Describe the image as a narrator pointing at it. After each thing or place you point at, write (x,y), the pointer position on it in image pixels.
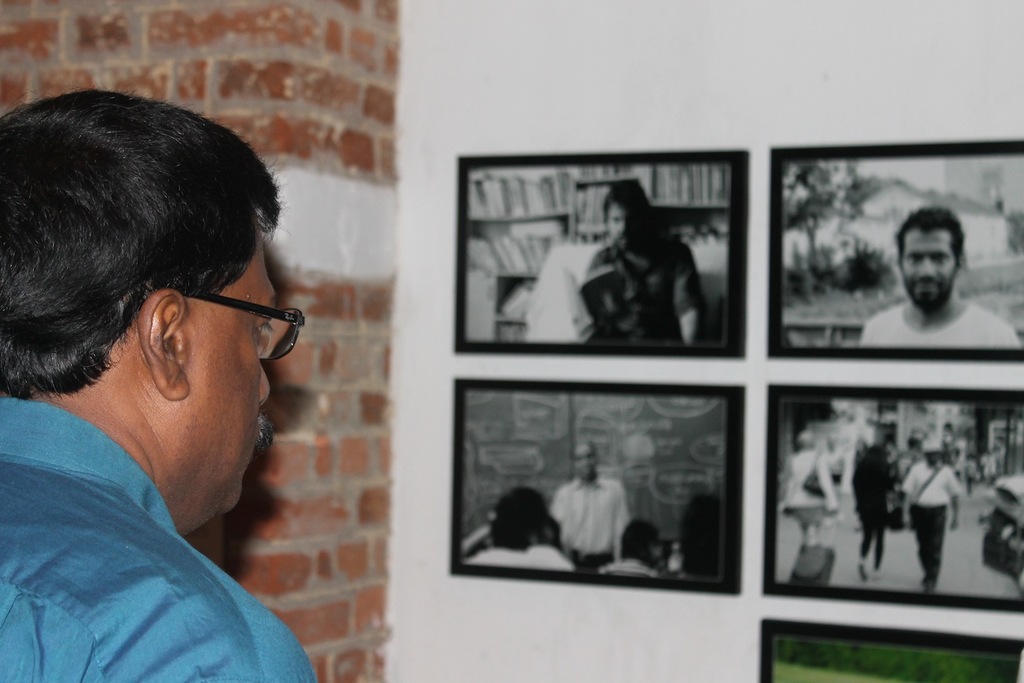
In this image on the left (96,276) a man (136,356) wearing blue shirt (136,494) and glasses (284,317) is standing. On the wall (753,186) there are many photo frames (710,195).
